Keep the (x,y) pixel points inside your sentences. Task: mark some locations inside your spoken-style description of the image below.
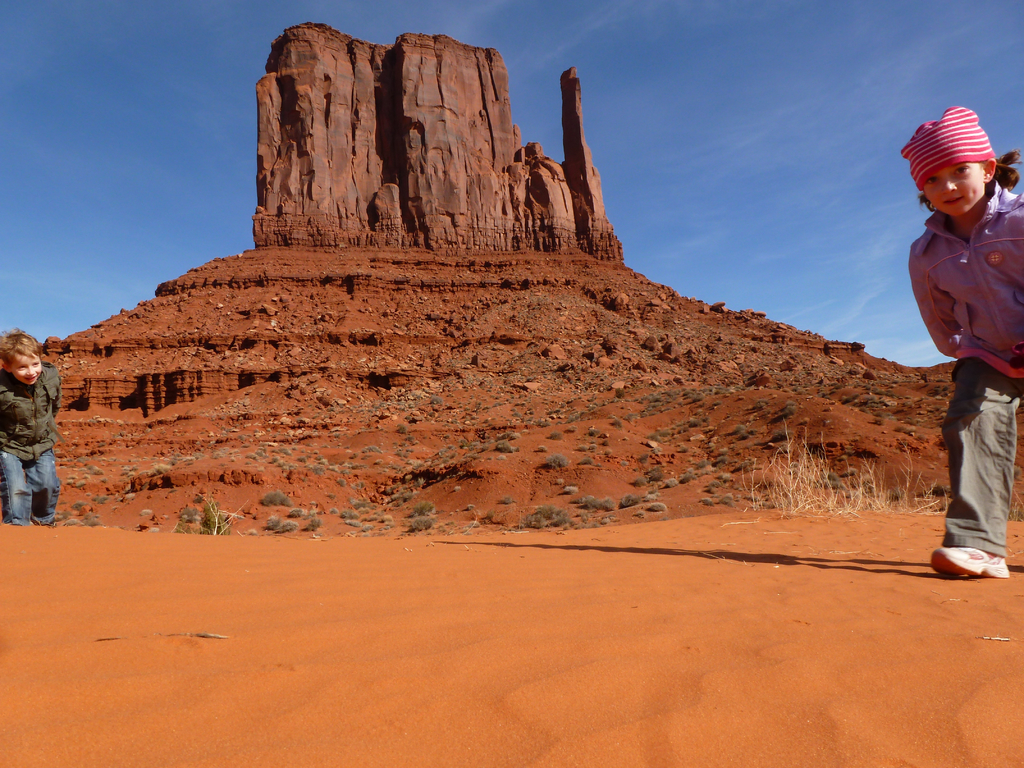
This image consists of two children (1009,362) running. At the bottom (591,646), there is sand (522,564). In the background (358,249), there is a mountain (372,131), along with the sky (51,139).
